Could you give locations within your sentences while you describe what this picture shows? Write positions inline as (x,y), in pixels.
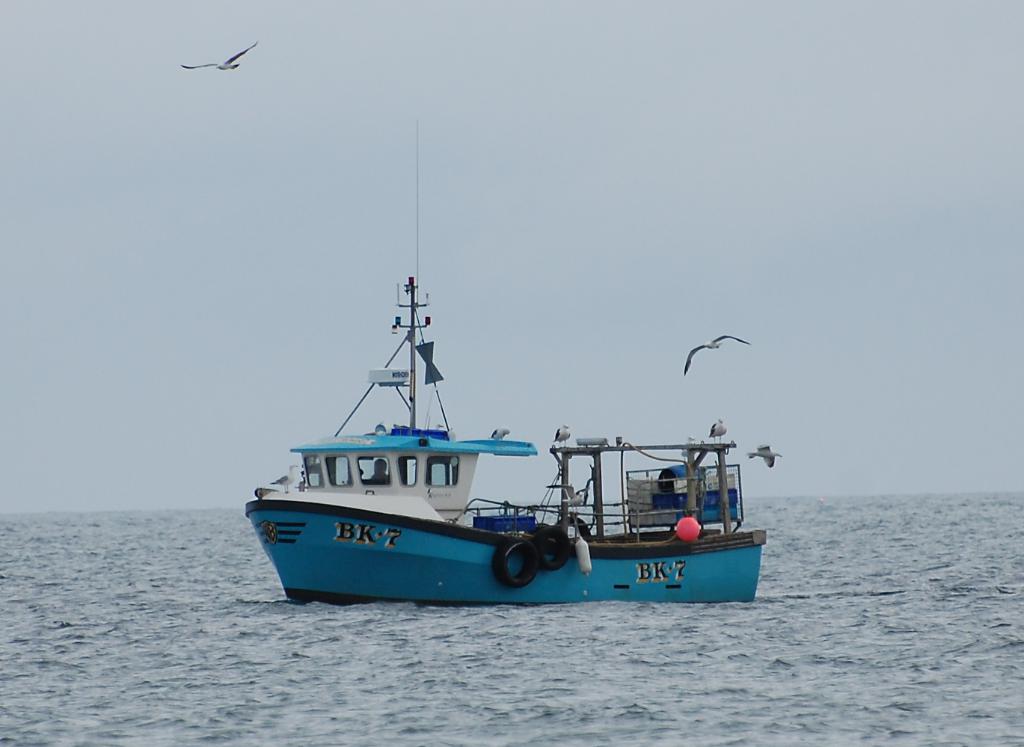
In this image we can see a ship (485,499) on the water (362,703) and there are birds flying in the air (388,157). In the background (276,283) we can see the sky (401,129).
